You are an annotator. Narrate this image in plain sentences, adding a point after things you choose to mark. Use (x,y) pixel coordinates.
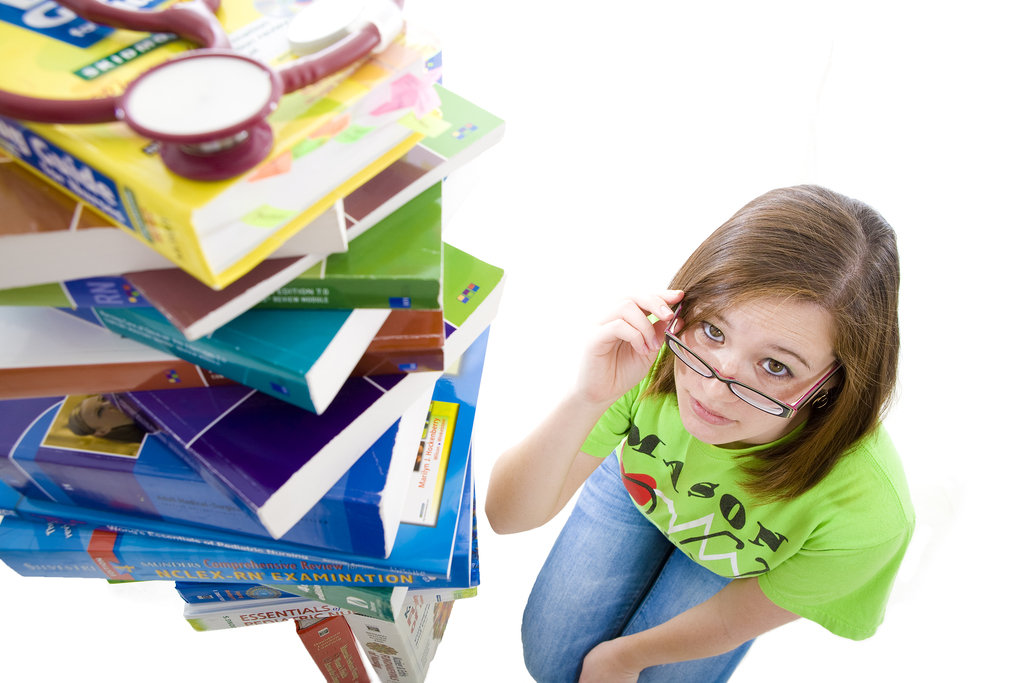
In this image I can see a woman (777,481) wearing green colored t shirt (758,532) and blue jeans (604,569) and number of books (395,567) which are one on another, I can see a stethoscope (223,140) which is brown in color. I can see the white colored background (899,598).
